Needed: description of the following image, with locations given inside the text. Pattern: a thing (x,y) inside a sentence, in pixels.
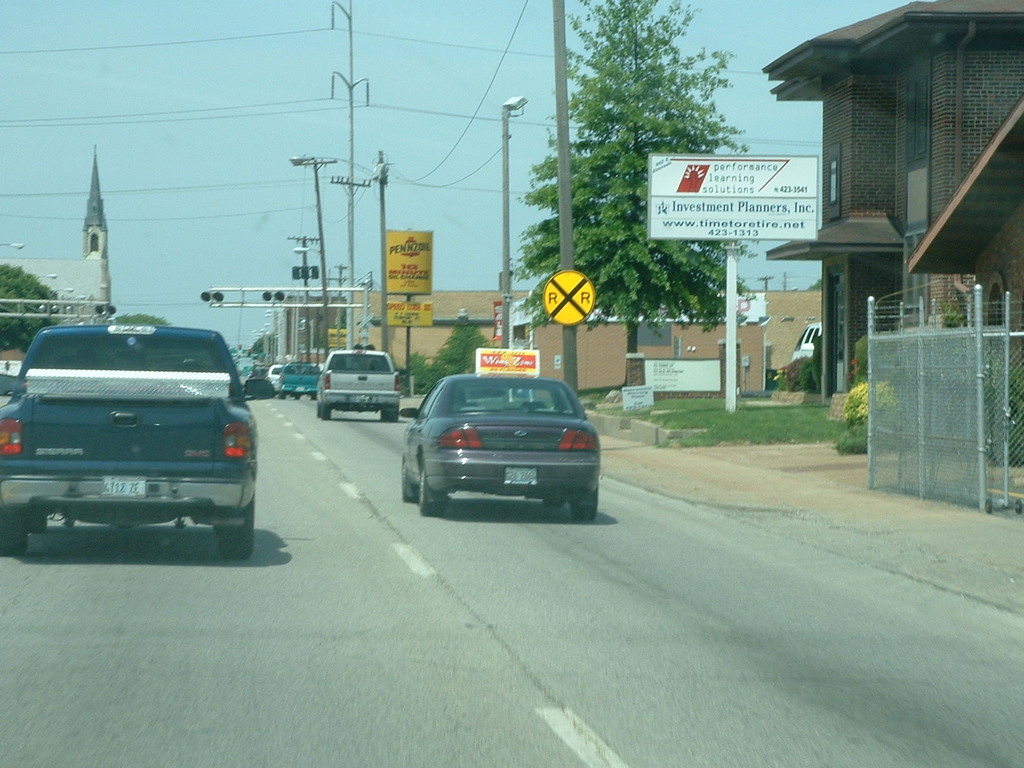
In this picture we can see vehicles (188,444) on the road (462,531), name boards (399,290), posters (403,251), poles (325,339), lights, buildings (901,168), plants (472,330), grass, fence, trees (603,192), wires (270,107) and some objects (59,319) and in the background (334,285) we can see the sky (376,158).
